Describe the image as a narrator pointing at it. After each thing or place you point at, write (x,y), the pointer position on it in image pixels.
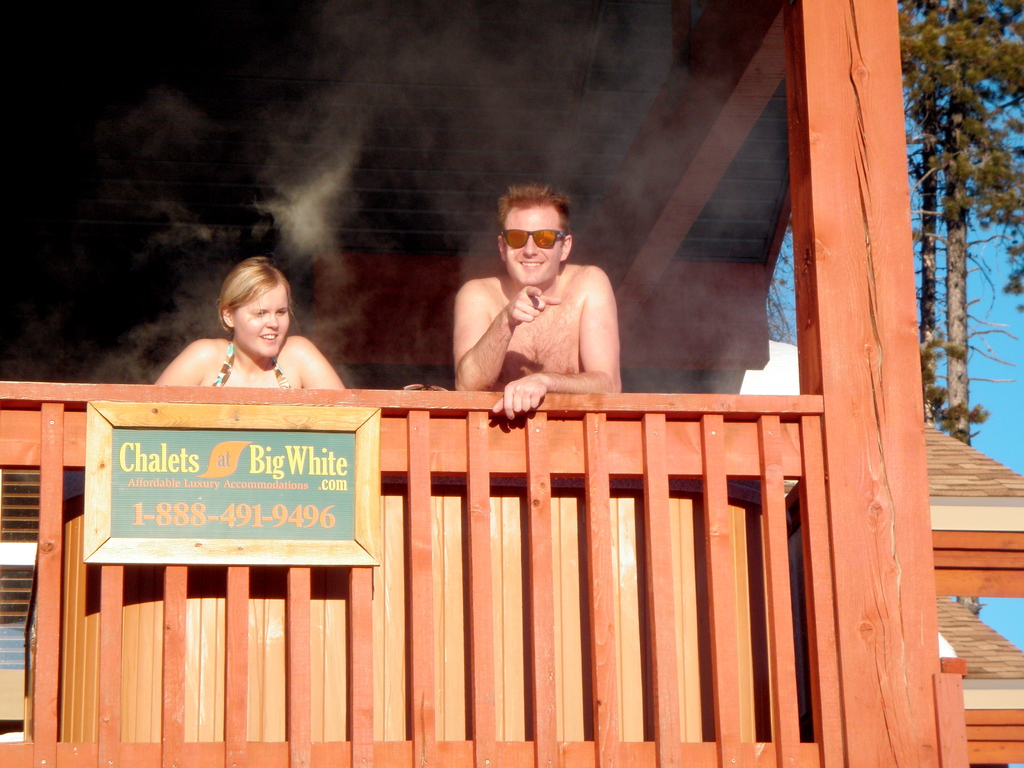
In this image I can see two people (256,374) standing on the deck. I can see the board (318,536) to the wooden railing (478,556). To the right (932,248) I can see the trees (939,393) and the blue sky (991,373).
